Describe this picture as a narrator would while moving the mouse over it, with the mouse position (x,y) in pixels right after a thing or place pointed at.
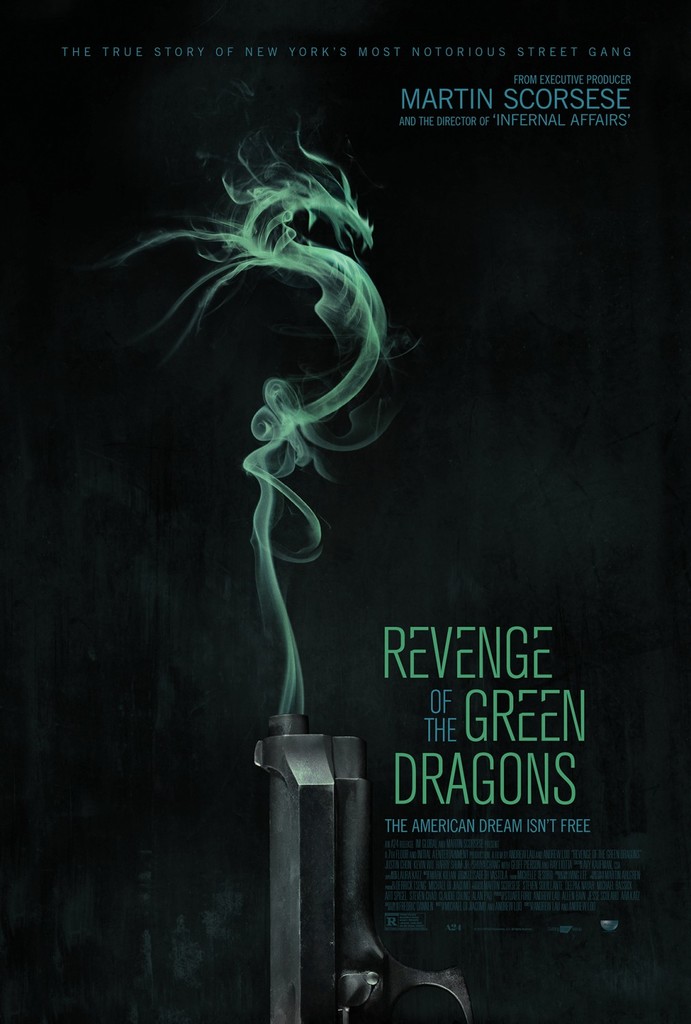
This is a graphic image, there is a gun (291,781) at the bottom (319,764) with smoke (295,662) coming out of it with text (479,802) on the right side (499,858) and above.
